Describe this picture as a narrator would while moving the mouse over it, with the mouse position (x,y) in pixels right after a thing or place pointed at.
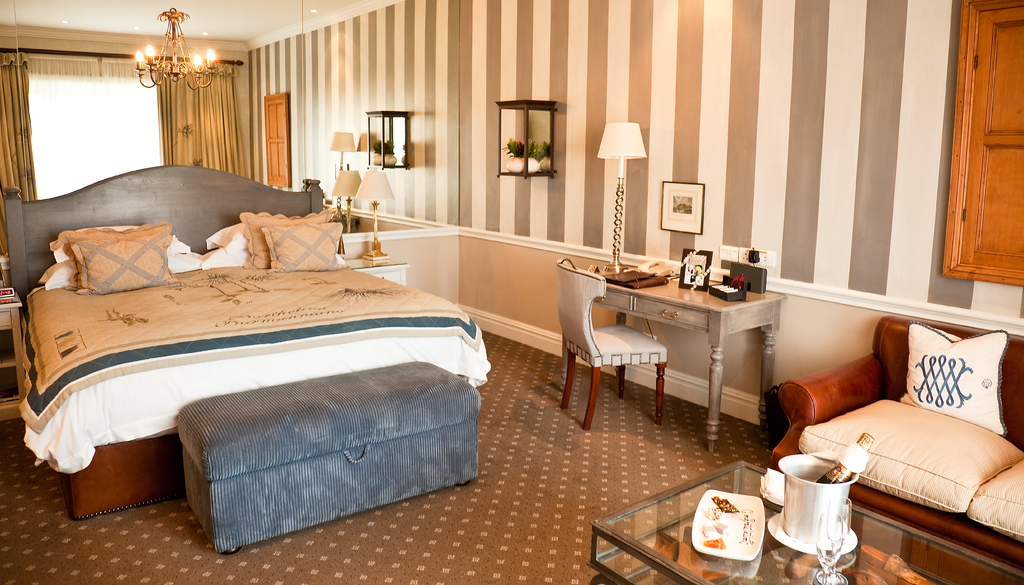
This is inside view picture of a house (229,56). At the right side of the picture (926,429) we can see a sofa (915,420) with white cushions (972,456) on it. this is window (1007,262). Here we can see a glass table (936,554) on which we can see a plate (728,532) and some food (708,535) on it. This is a bed (118,345) with blanket (218,317) and pillows (211,259) on it. This is an ottoman (377,430). On the background (396,88) we can see a wall (469,97) with curtains (161,109). This is a ceiling (220,30) and it's a ceiling light (172,75). This is a floor carpet (452,520). Here we can see a table (689,293) and photo frame (683,282) and a lamp (621,201) on it. This is a chair (608,344). this is a socket (745,257).
